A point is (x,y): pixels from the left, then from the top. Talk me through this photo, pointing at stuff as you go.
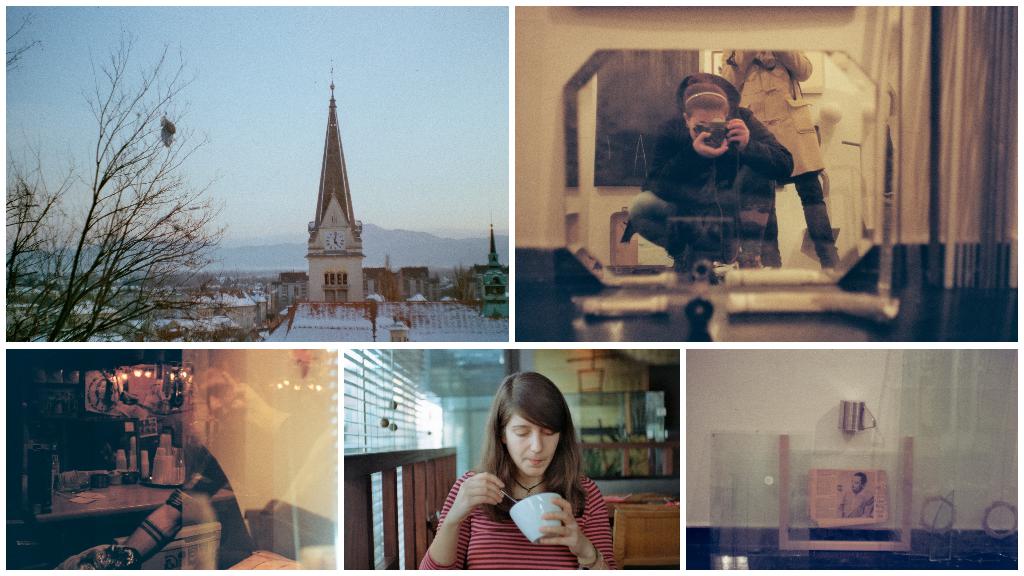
In this picture I can see there is a collage of images, there is a building (324,259) with snow (338,326) and trees (96,263), there is a person (763,188) clicking the photograph and there is a reflection (215,502) of a person (202,497) on the bottom left side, there is a woman (514,496) holding a bowl (559,497) and there is a photo frame (780,506) to the bottom right side (853,456).
